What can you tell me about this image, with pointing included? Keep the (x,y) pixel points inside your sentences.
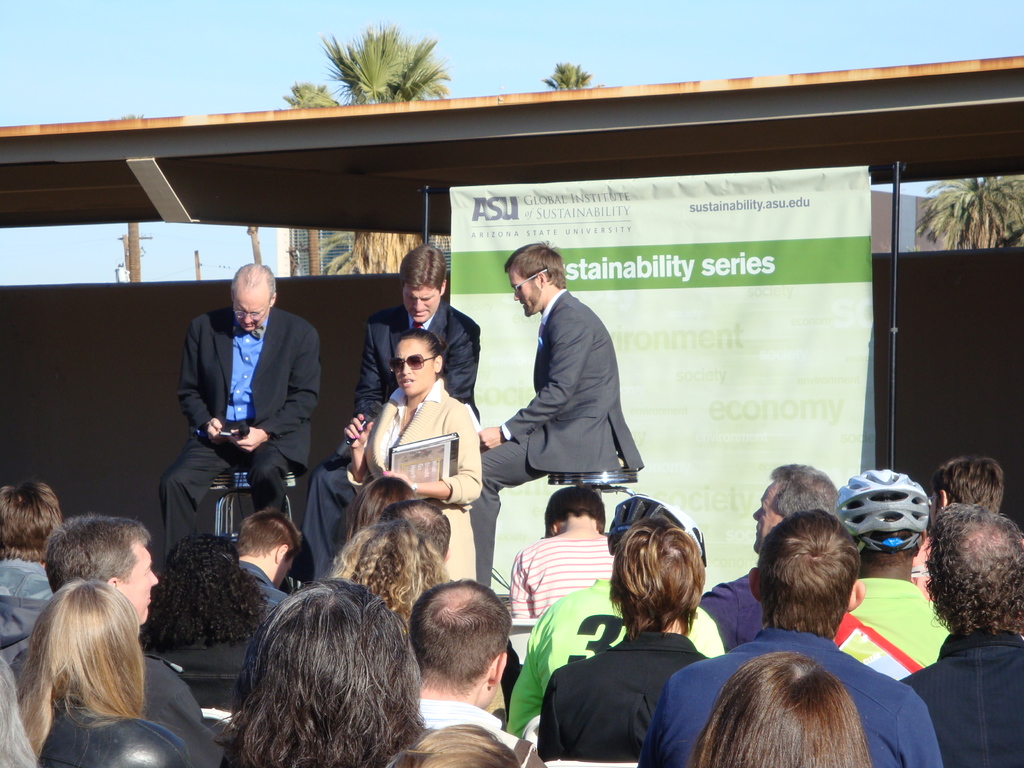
In this picture there are group of people (604,635) sitting. There is a woman (438,472) standing and holding the microphone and book (406,460) and there are three persons (554,343) sitting. At the back (775,210) there is a banner (736,440) and there is a text (739,202) on the banner (699,484) and there is a building (129,393) and there are trees (1010,240). At the top (144,117) there is sky (98,43).
